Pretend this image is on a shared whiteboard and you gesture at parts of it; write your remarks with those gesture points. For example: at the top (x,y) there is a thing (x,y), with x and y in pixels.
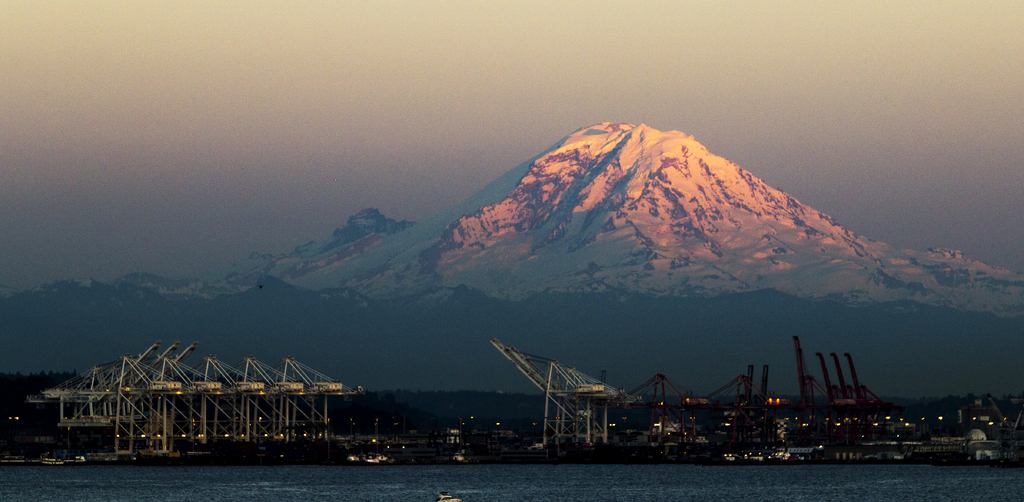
In the foreground (339,471) I can see a boat (441,496) in the water (431,475), fleets of vehicles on the road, metal rods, trees (425,415), buildings (504,435), street lights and so on. In the background (913,323) I can see mountains (368,255) and the sky (331,215). This image is taken may be during night.
